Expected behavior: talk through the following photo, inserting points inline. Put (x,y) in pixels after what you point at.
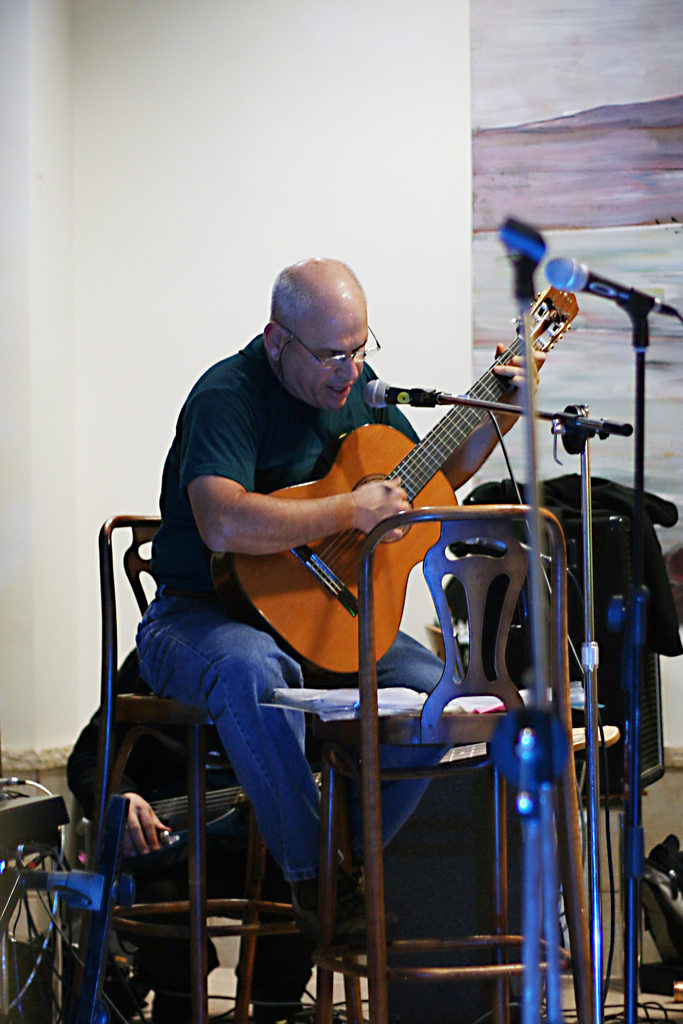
In this picture we can see a man (207,511) sitting on a chair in front of a mike (378,387), singing and playing. He wore spectacles (352,356). Behind to him we can see other person (125,776). On the background (257,147) there is a wall (319,188).
